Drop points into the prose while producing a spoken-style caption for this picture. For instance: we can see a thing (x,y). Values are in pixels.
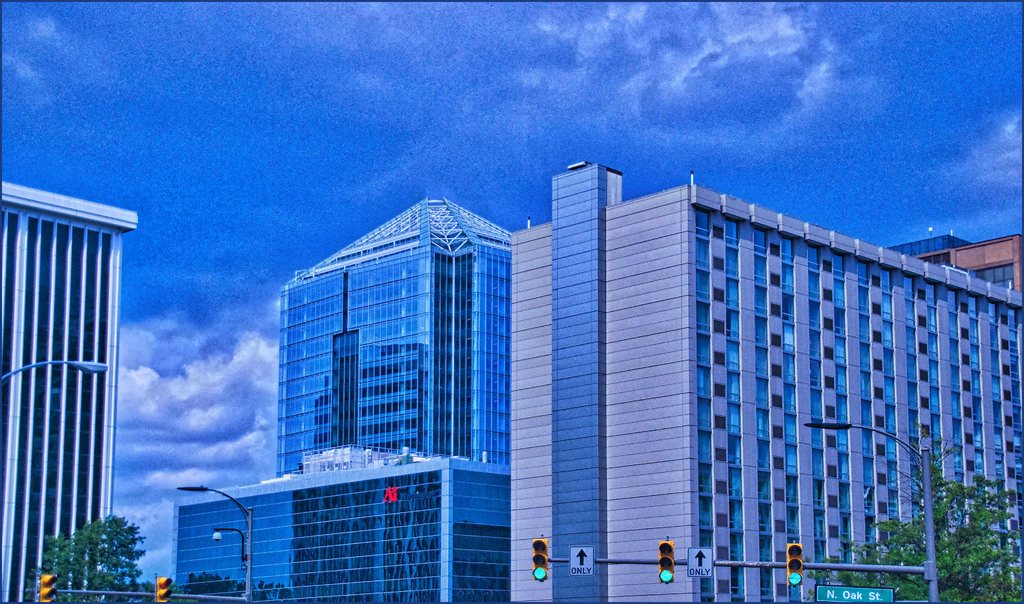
In this image I can see few glass buildings (298,504), traffic signals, poles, board (832,596), trees (935,479). The sky (672,91) is in blue and white color.
